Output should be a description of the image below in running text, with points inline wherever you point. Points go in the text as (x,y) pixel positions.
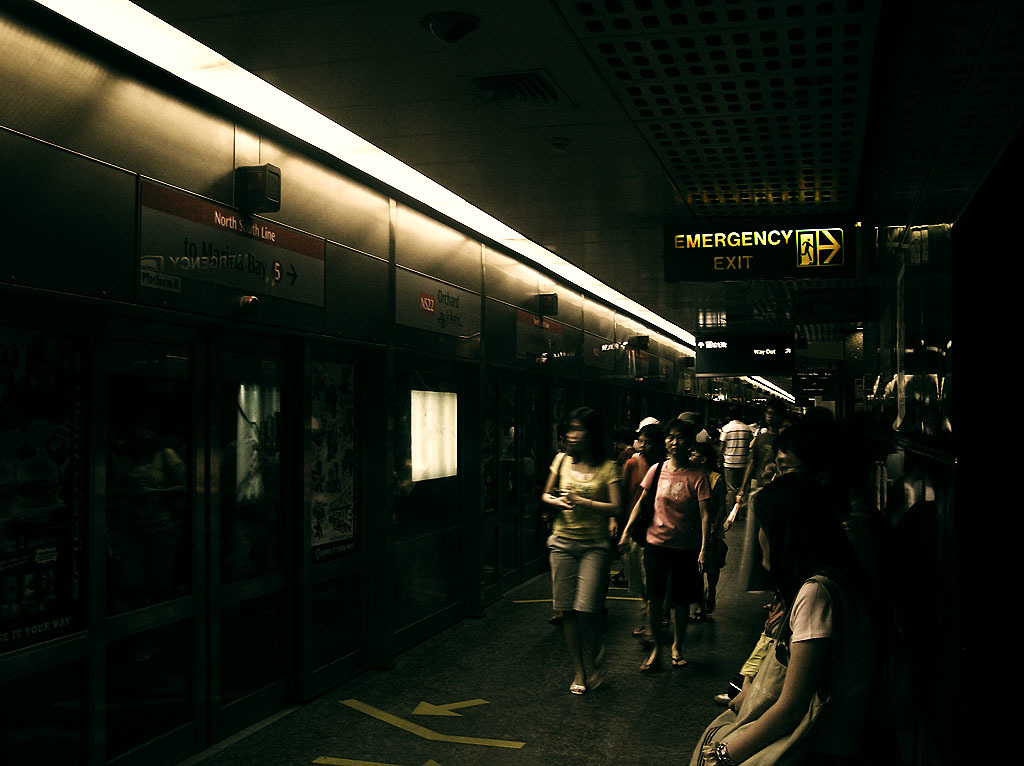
In the foreground of this image (525,606), there is a train (236,511) on the left side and there is a platform (733,589) in the center (629,510) where persons (695,477) are walking on it and there are also sign boards (827,275) in the platform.
